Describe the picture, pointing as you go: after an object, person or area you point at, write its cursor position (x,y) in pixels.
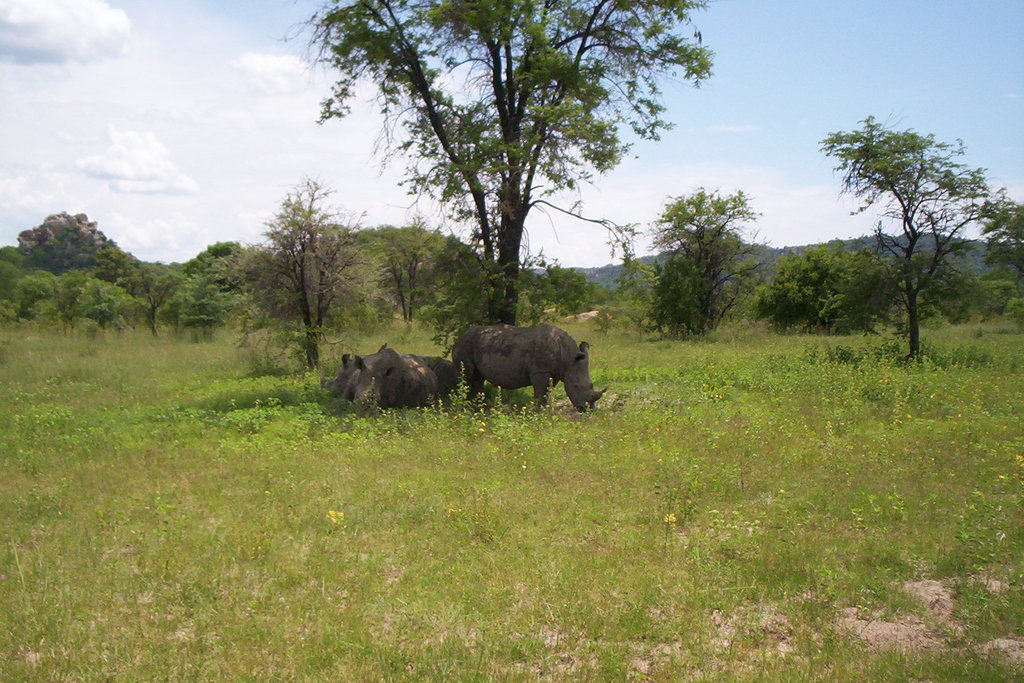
In this image there are animals (552,336), trees (627,276), grass (625,483), plants (669,292), hills (602,270) and cloudy sky (443,84). Land (589,422) is covered with grass (488,514).
